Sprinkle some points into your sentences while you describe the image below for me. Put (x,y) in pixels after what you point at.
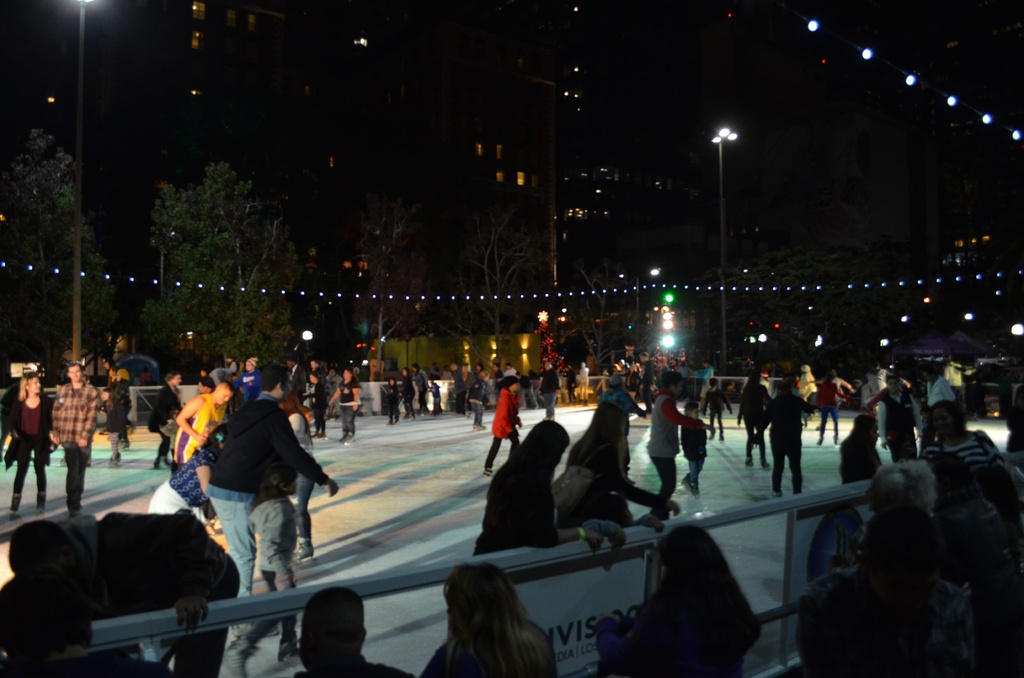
In the center of the image (665,439) we can see people (694,416) doing ice skating and there is crowd (518,618). We can see fence (596,582). In the background (474,309) there are trees (2,272), poles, buildings (510,123) and lights (340,293).
